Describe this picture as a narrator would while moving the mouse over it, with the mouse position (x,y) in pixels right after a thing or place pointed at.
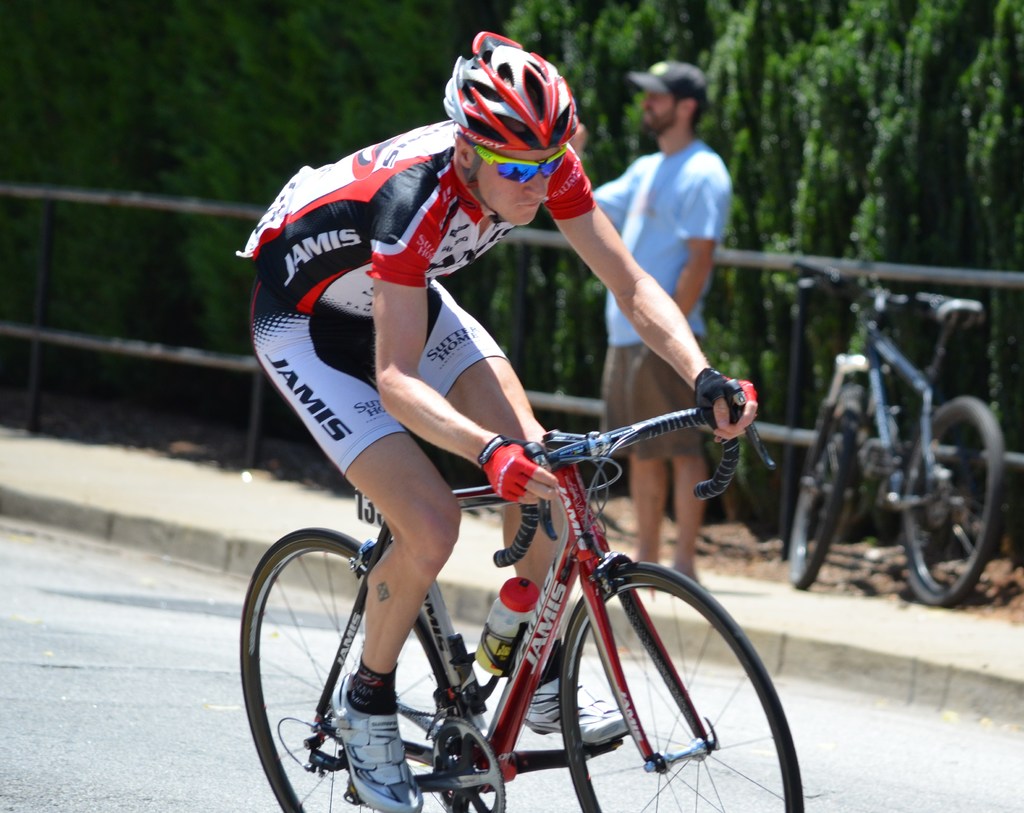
In this image there is a person (328,273) riding a bicycle (465,491) on the road (838,735), behind him there is another person (642,460) standing on the path (788,599) and there is a bicycle (890,416), behind the bicycle (989,432) there is a railing (764,265). In the background (486,257) there are trees (858,69).
